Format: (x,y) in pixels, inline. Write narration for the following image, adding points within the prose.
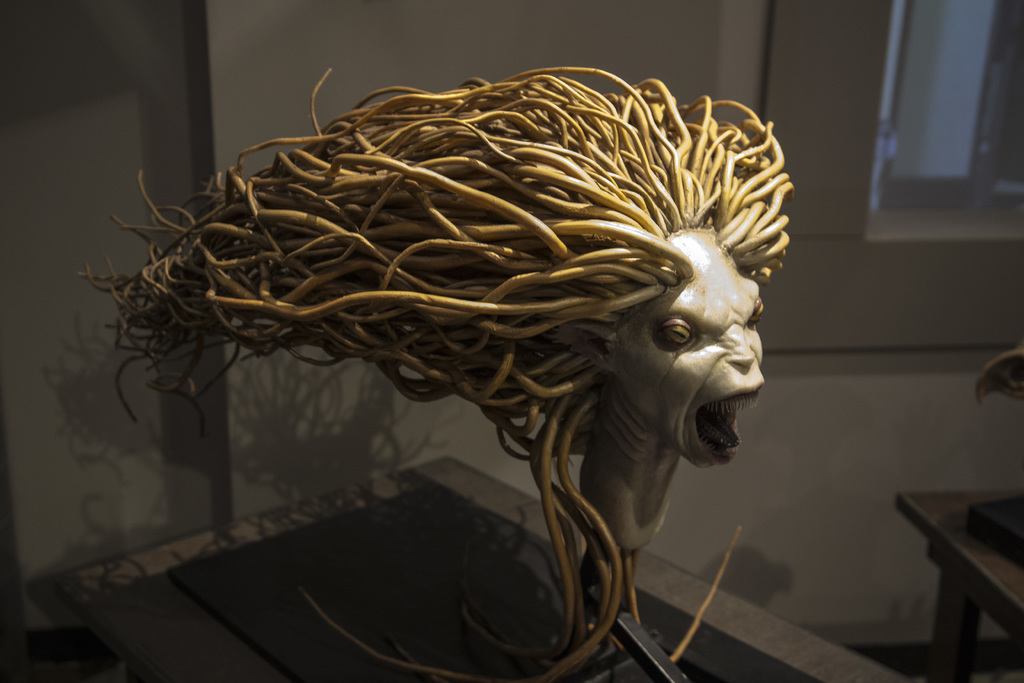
In this picture we can see an idol (569,274) to which there are long hairs (392,181) in horizontal line.
